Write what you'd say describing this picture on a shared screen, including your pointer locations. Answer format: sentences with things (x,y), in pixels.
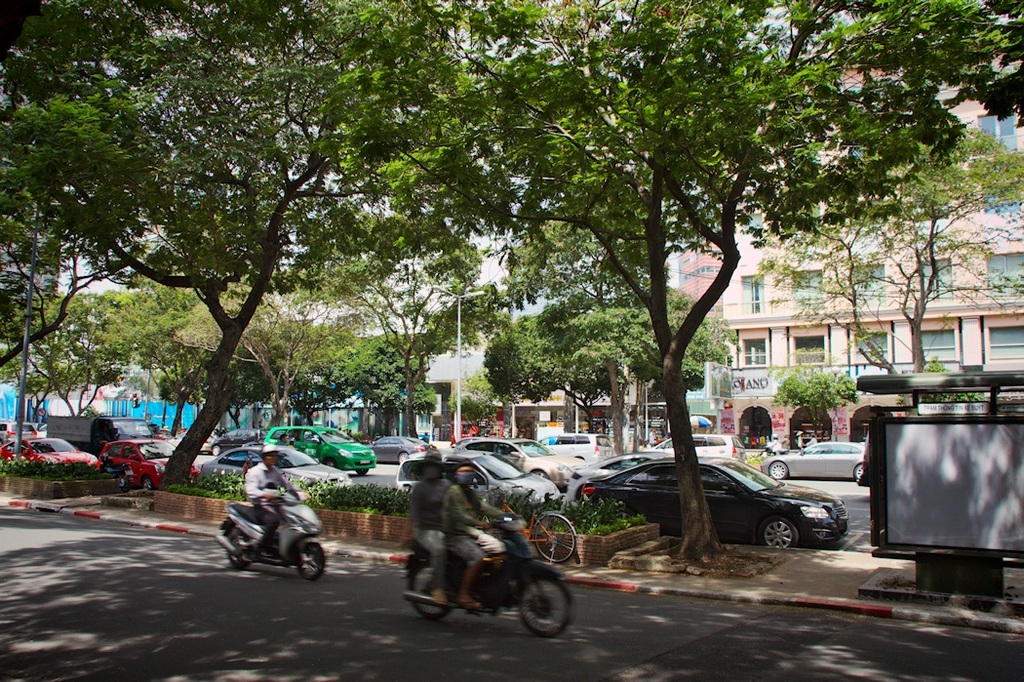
At the bottom (436,564) we can see few persons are riding vehicles (536,594) on the road (834,665). There are trees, board (912,504) and a metal object (956,566). In the background (49,372) we can see vehicles (596,483) on the road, trees (809,379), building (853,368), light poles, windows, hoardings (756,379) and sky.
